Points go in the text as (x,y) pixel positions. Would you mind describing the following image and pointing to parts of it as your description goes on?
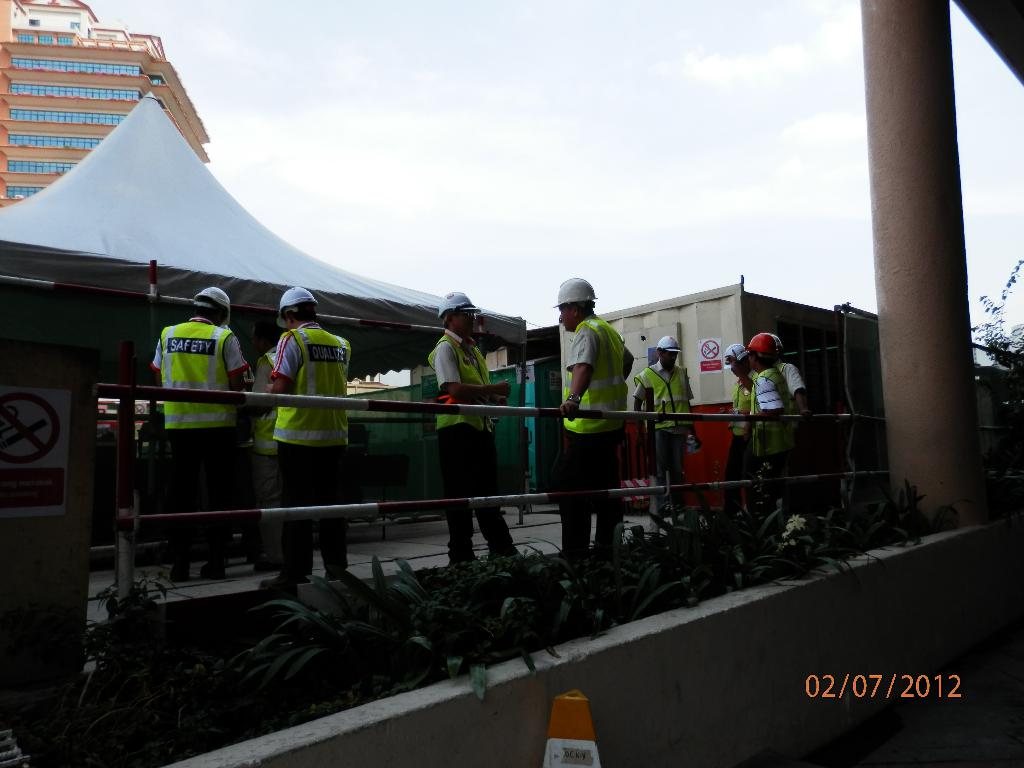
In this image I can see some people (601,488) standing beside the fence (566,498), also there is a tent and building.
